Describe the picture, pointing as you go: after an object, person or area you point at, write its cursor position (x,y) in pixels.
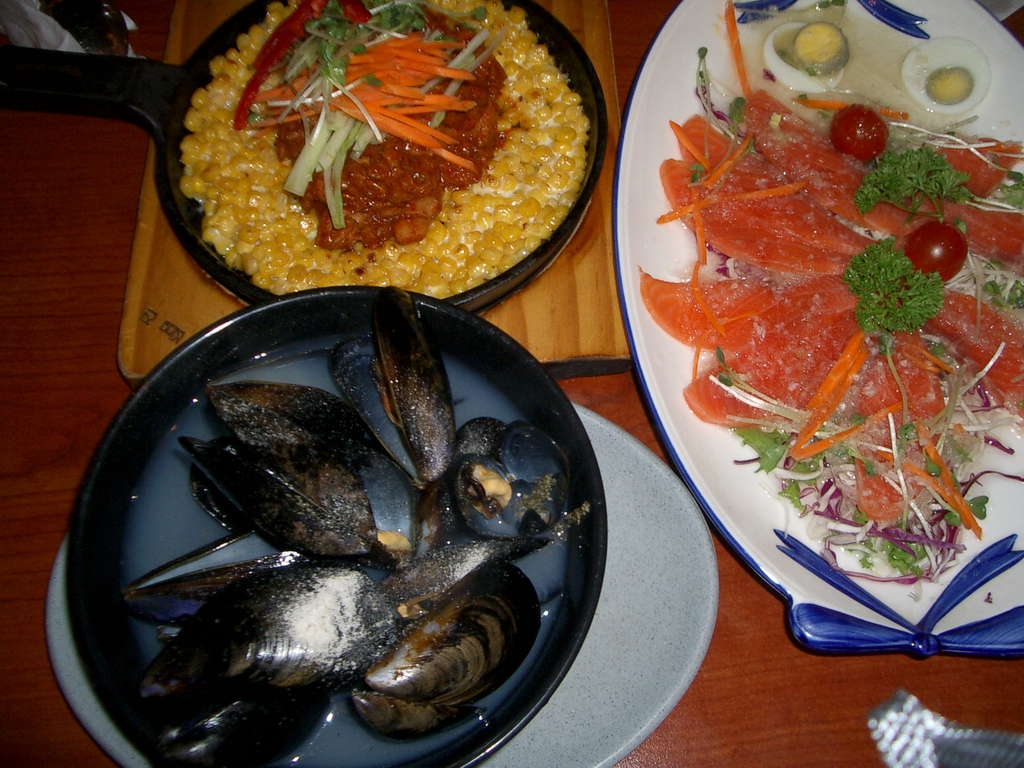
This picture describe about some food (267,89) in the three plates (742,490) is placed on the wooden table top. In front (963,481) we can see vegetable salad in the white platter (739,505). Beside we can see some seafood (510,625) in the black plate (556,633).
